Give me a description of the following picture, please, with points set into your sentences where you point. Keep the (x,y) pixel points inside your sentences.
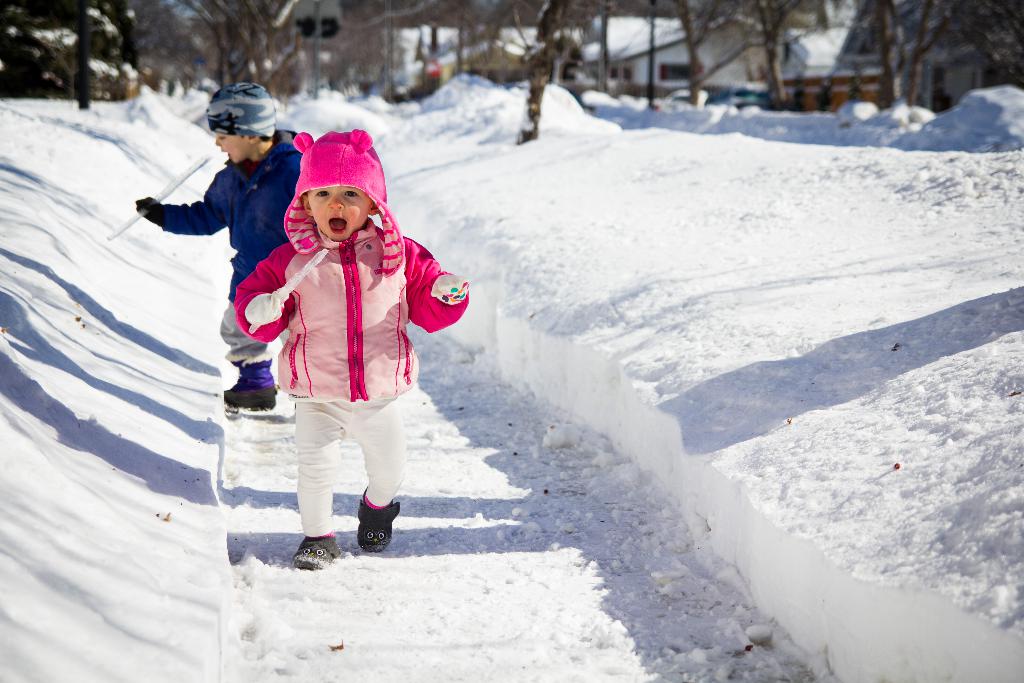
On the ground (199,301) there is snow (509,444). Also there are two children (312,361) wearing caps (323,152) and holding something in the hand (262,311). In the background (253,14) there are trees (695,9) and buildings (669,57).
